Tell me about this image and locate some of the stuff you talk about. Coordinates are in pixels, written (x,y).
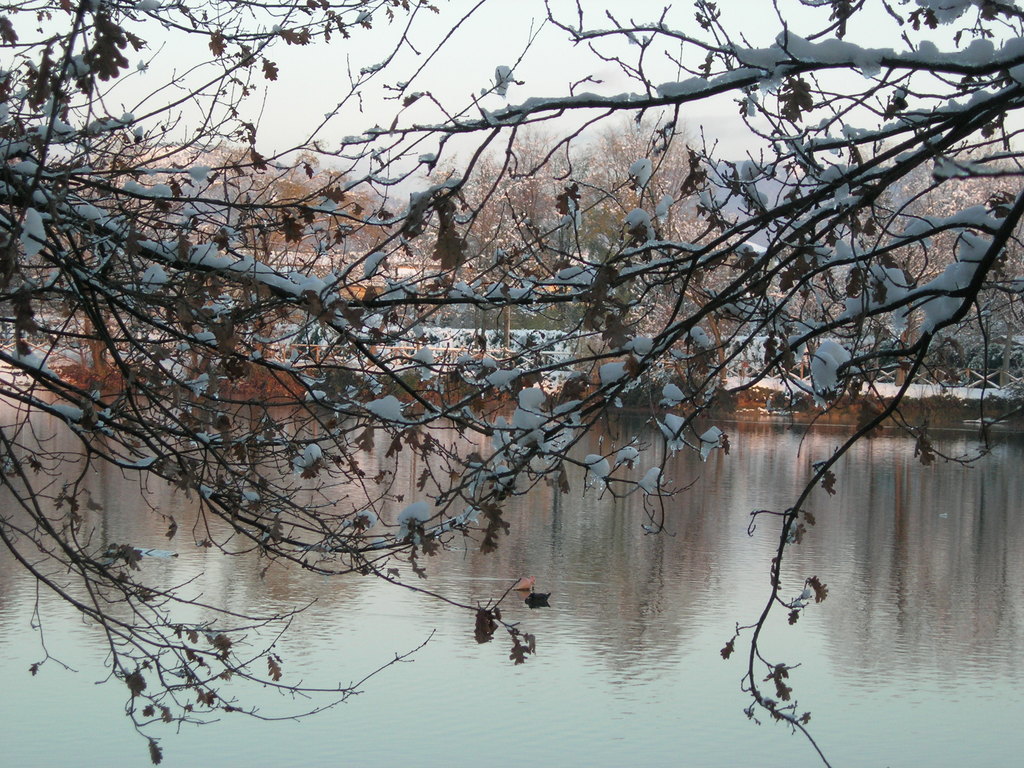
In the center of the image (455,270) we can see trees (627,311). At the bottom (425,710) there is a lake (573,629). In the background (606,45) there is sky (481,72).
